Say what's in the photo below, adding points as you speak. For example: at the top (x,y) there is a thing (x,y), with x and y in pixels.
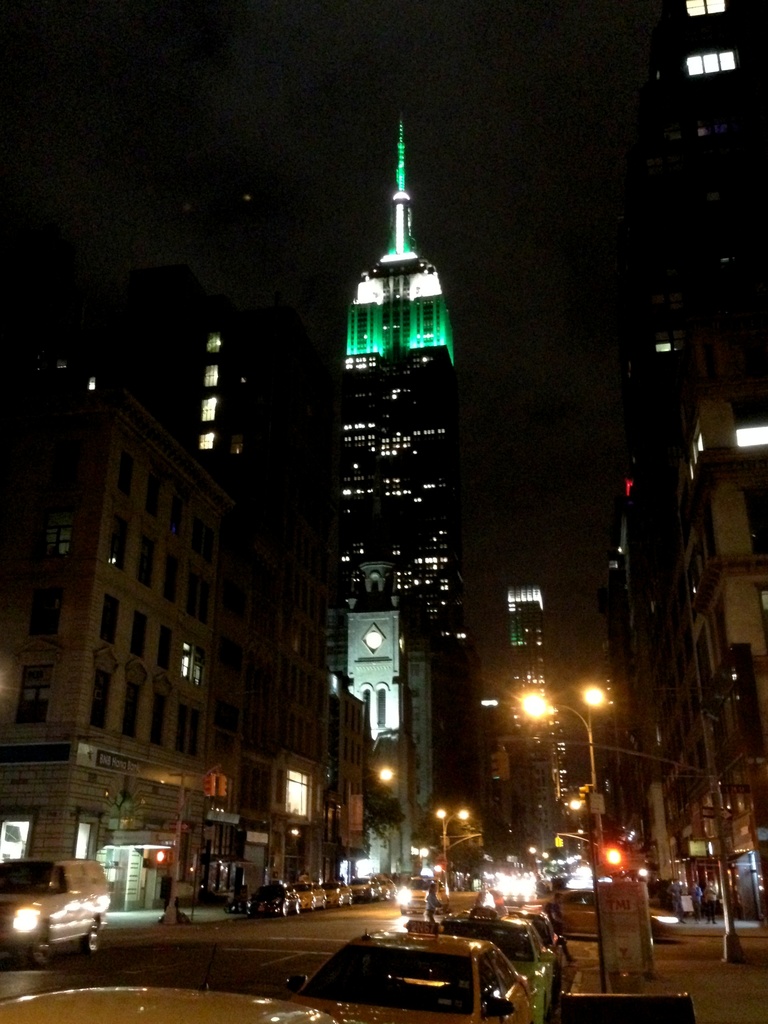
In the given picture, We can see a road (283,926), couple of vehicles (376,980) parked on left (253,997) and right after that, We can see electrical poles (563,705) which include lights (542,712) towards left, We can see a big building (388,265) filled with lights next on top of the building (387,281), We can see a tower (397,208).
